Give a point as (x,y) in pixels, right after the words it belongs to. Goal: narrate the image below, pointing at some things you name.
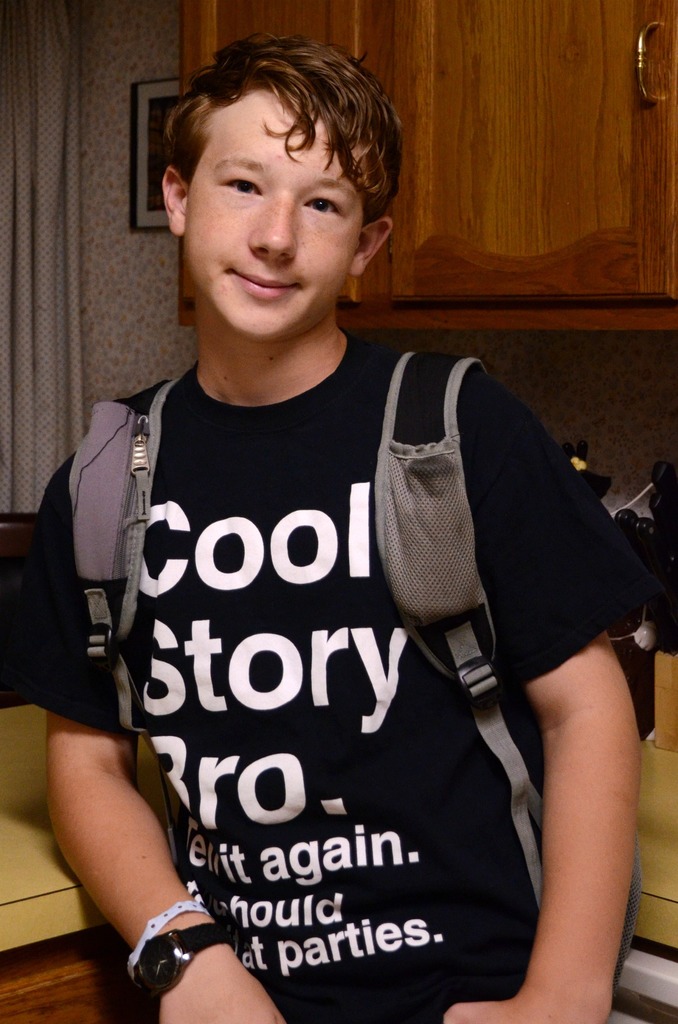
In the center of the image (381,653) we can see a person (353,645) standing. He is wearing a bag (475,546). In the background (489,268) there is a cupboard (471,292), curtain (70,379) and a counter table (43,875) and we can see a frame (148,222) placed on the wall (108,270).
